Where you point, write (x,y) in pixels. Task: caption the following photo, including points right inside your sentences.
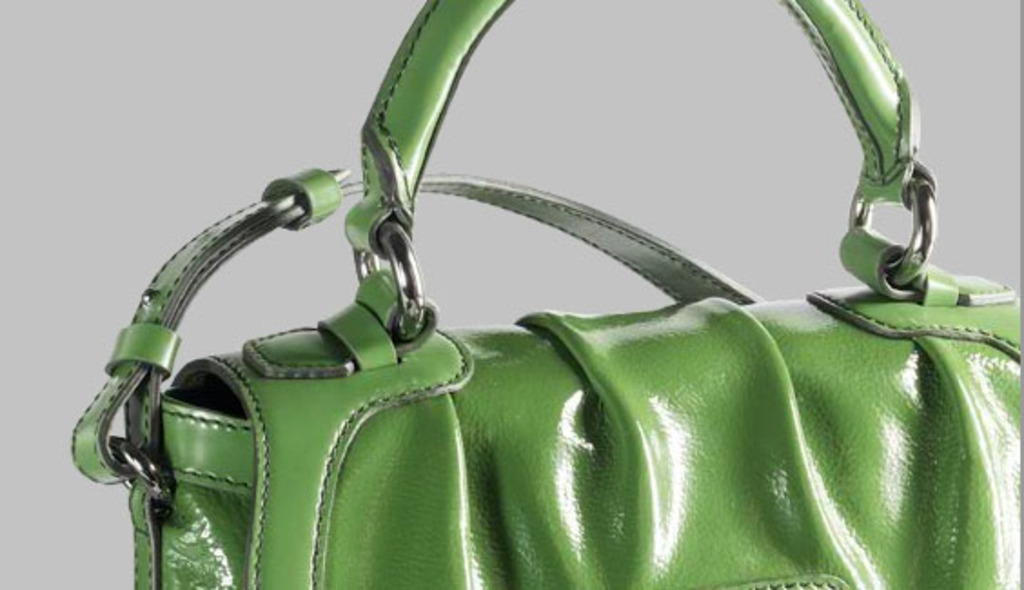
It's a green color handbag (585,410).
